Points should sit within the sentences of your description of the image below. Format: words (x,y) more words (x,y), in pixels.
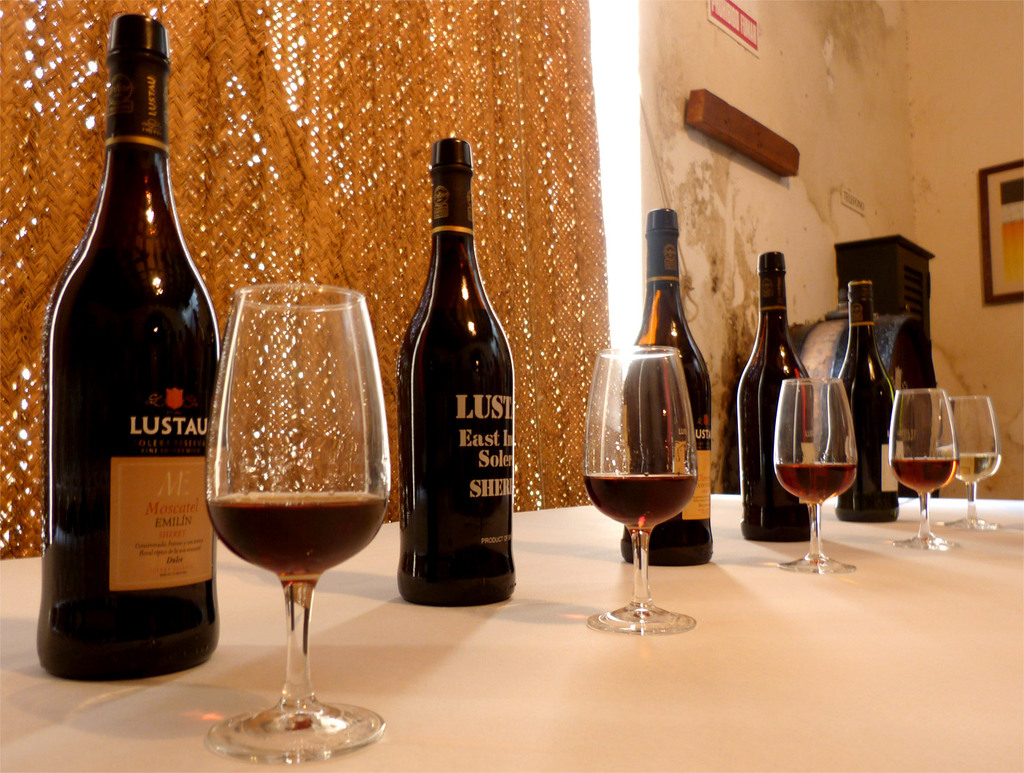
In this picture i could see a wine bottles (130,409) and wine glass (304,611) beside them filled with wine (301,516) arranged in a row in the background (328,135) i could see a brown colored curtain (376,95) and a wall (860,110) and a picture frame (993,201).
